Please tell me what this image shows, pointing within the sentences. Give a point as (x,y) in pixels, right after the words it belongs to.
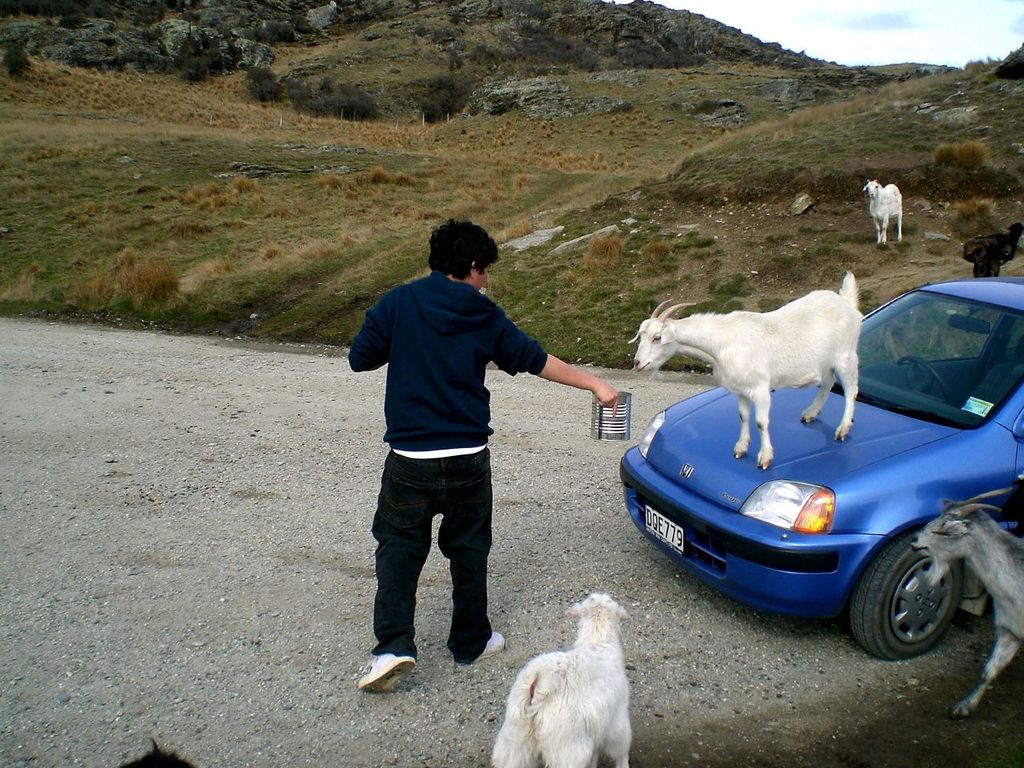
In this image, we can see a person (436,508) is holding a container (621,440). Here we can see few goats (520,726) and vehicle (788,516). At the bottom (499,710), there is a ground (372,499). Background (1000,156) we can see hill (616,65), plants (946,149), grass (415,263) and rocks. Here there is a sky (894,33). On the right side of the image (836,367), we can see a goat (768,381) is standing on the vehicle (764,495).
